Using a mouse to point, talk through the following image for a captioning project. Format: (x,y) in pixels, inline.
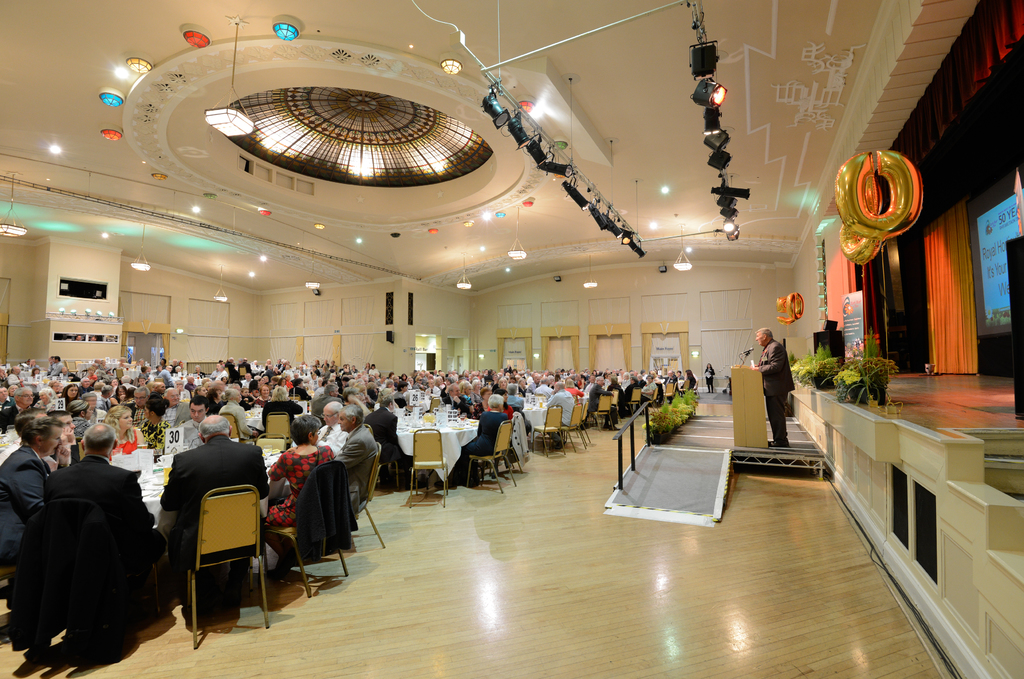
In this image I can see group of people (362,439) sitting on the chairs (249,545). We can see some objects (155,469) on the table (153,485). In front I can see person (771,374) standing in front of the podium (756,419). I can see stage (944,420), screen (1007,213), curtain (962,348) and balloons (869,198). Top I can see lights (712,139) and wall (311,297).
